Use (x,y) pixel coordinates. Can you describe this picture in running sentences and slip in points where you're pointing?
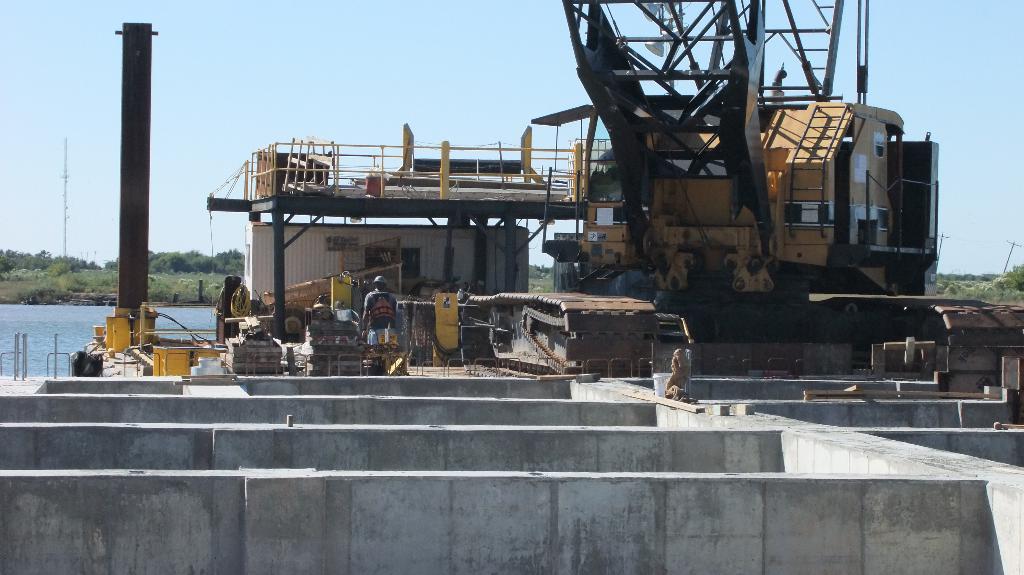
In this image I can see wall (437,440), dividers (612,491), vehicle (632,340), shed (430,267), metal rods (401,333), machine (442,339) and a person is standing on the platform (429,375). In the background (89,307) I can see trees (60,277), water (14,318), towers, light poles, fence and the sky (423,139). This image is taken may be during a day.
